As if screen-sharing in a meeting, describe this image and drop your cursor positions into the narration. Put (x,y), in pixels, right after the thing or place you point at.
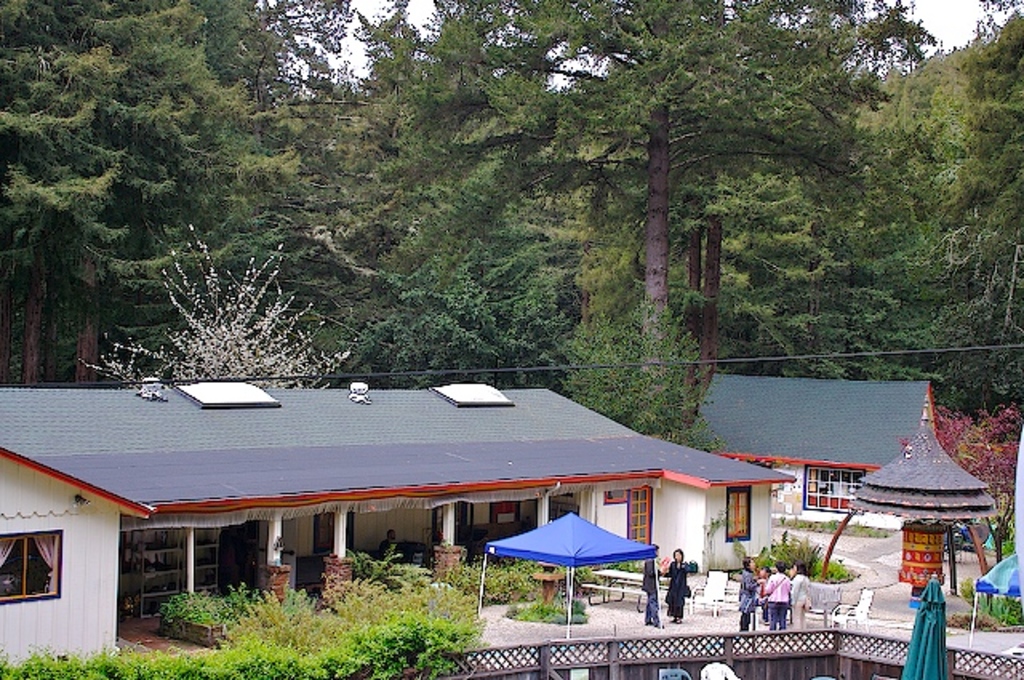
This picture might be taken from outside of the city. In this image, on the right side (805,564), we can see group of people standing on the land (819,626), few huts (936,441). In the middle of the image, we can also see a tent (599,532). In the background (134,566), we can see some plants (275,633), flower pot (198,631), houses (885,436), pillars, door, trees (944,227). On the top (424,10), we can see a sky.
